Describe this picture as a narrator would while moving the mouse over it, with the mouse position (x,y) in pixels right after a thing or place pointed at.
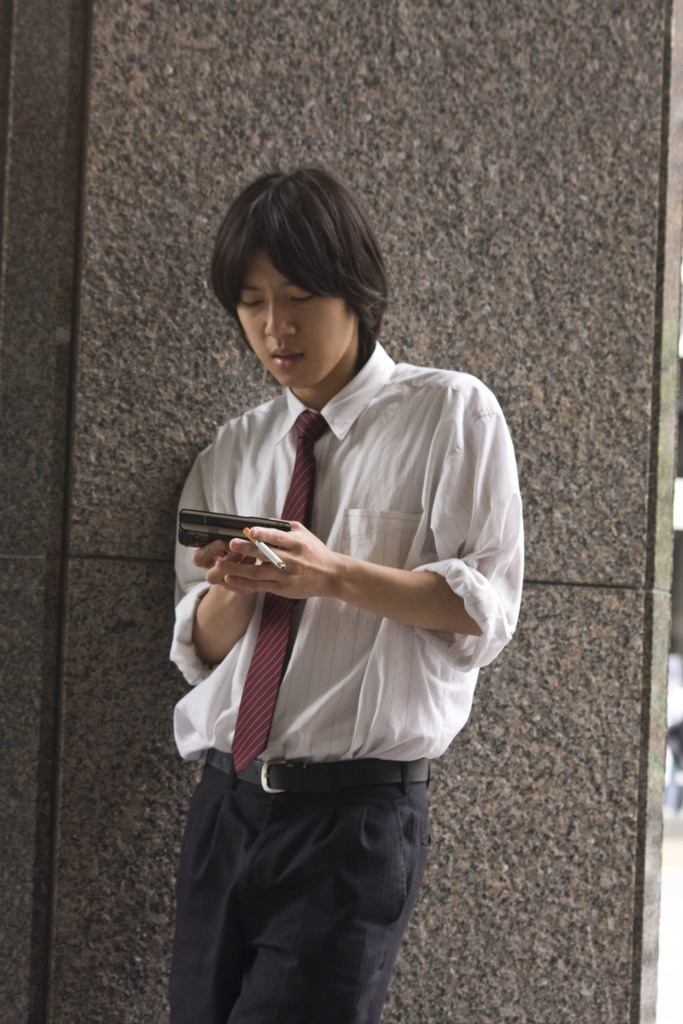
There is one man (342,698) standing and holding a mobile (225,521) and a cigarette (266,545) in the middle of this image (234,522). We can see a wall (657,468) in the background (614,347).
